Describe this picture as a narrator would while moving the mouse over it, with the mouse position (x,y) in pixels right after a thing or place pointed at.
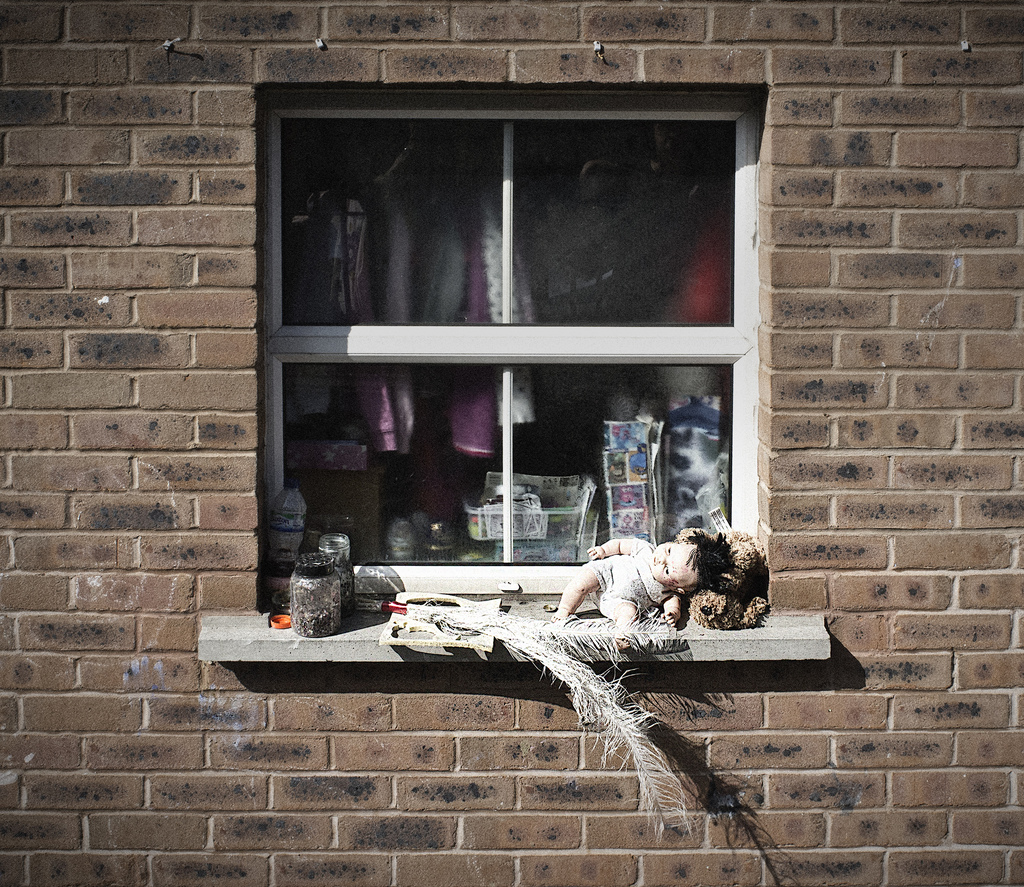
In this image I can see a building (848,570) which is made up of bricks (853,427), the window (552,278) which is white in color and on the window (430,386) I can see few bottles (336,571), few feathers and two dolls (647,545). Through the window (510,455) I can see few clothes (434,315) and few other objects (516,514).
